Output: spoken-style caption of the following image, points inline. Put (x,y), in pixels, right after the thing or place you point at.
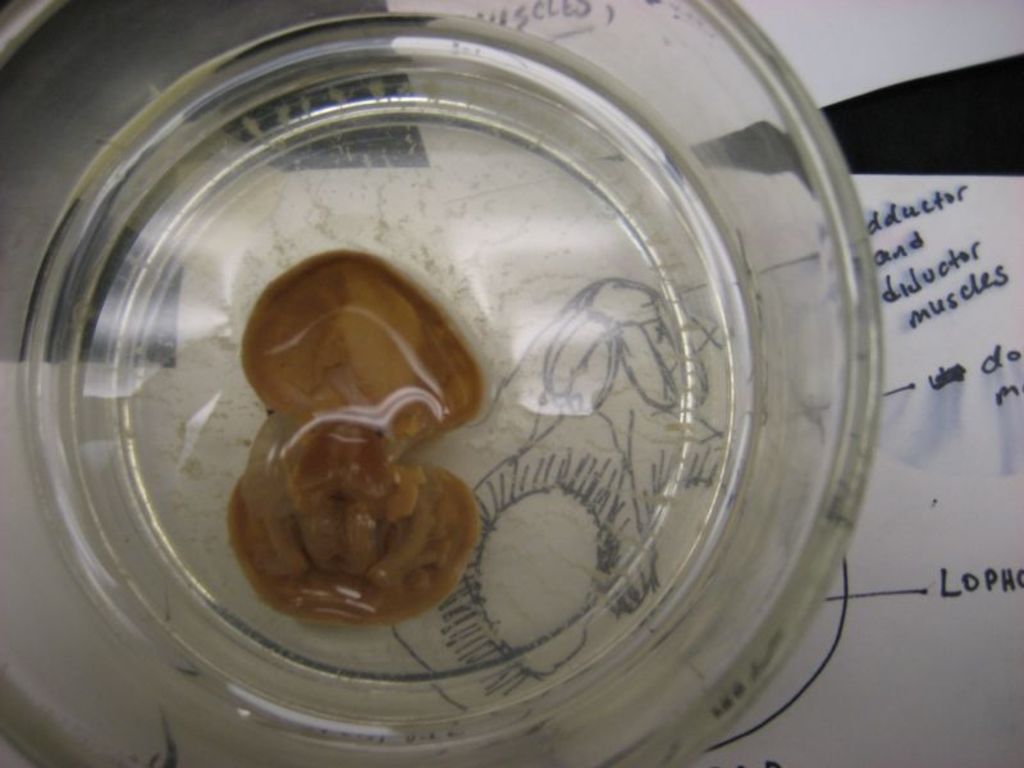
In this image, It looks like a shell (331,525), which is in a glass (765,375). In the background (864,81), I can see the papers (909,315), which are on a table (888,162).
